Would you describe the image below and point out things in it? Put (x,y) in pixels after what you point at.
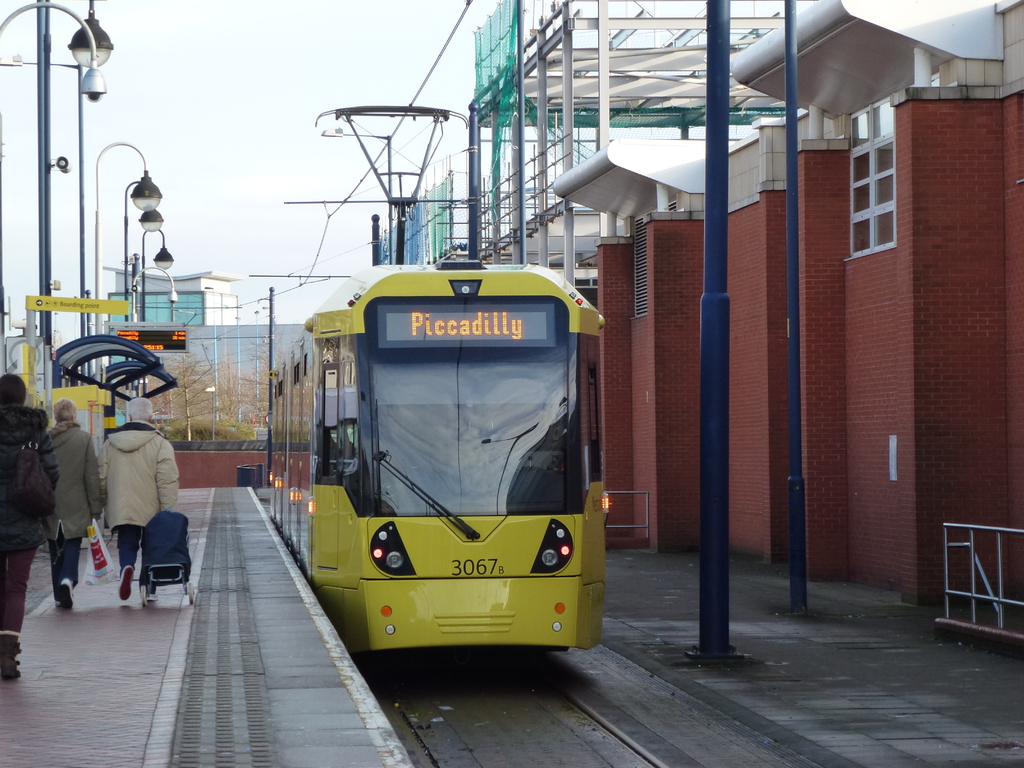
In this image there is a train (509,621) on a track (520,721), on the left side (140,753) there is a platform (207,562), on that platform (43,562) there are people (69,541) walking and there are light poles (137,298), on the right side (941,196) there are buildings (622,202) poles (472,208), in the background (260,305) there are trees (230,380) and the sky (245,143).
